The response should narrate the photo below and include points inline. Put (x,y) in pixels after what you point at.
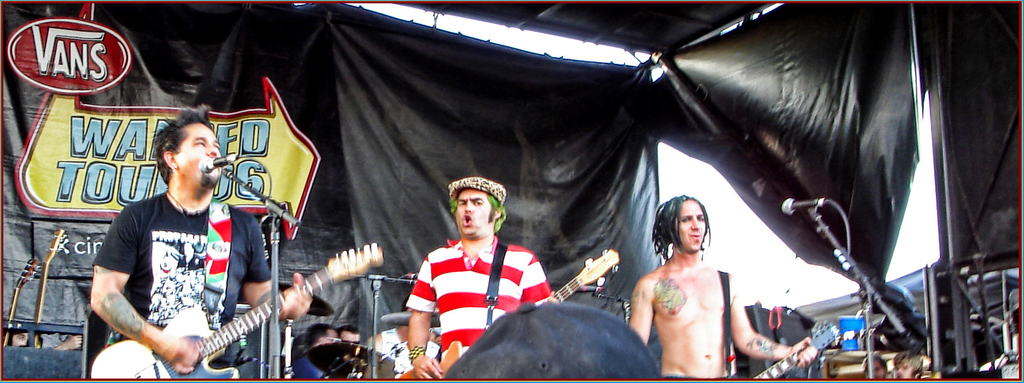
In this image there are 3 persons (205,180) in which one person (210,207) standing and playing guitar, another person (699,277) standing and playing guitar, another person (671,232) standing and in back ground (707,182) there is banner (19,178), guitars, cymbals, hat (573,377), sky (776,277), speakers (775,312).
